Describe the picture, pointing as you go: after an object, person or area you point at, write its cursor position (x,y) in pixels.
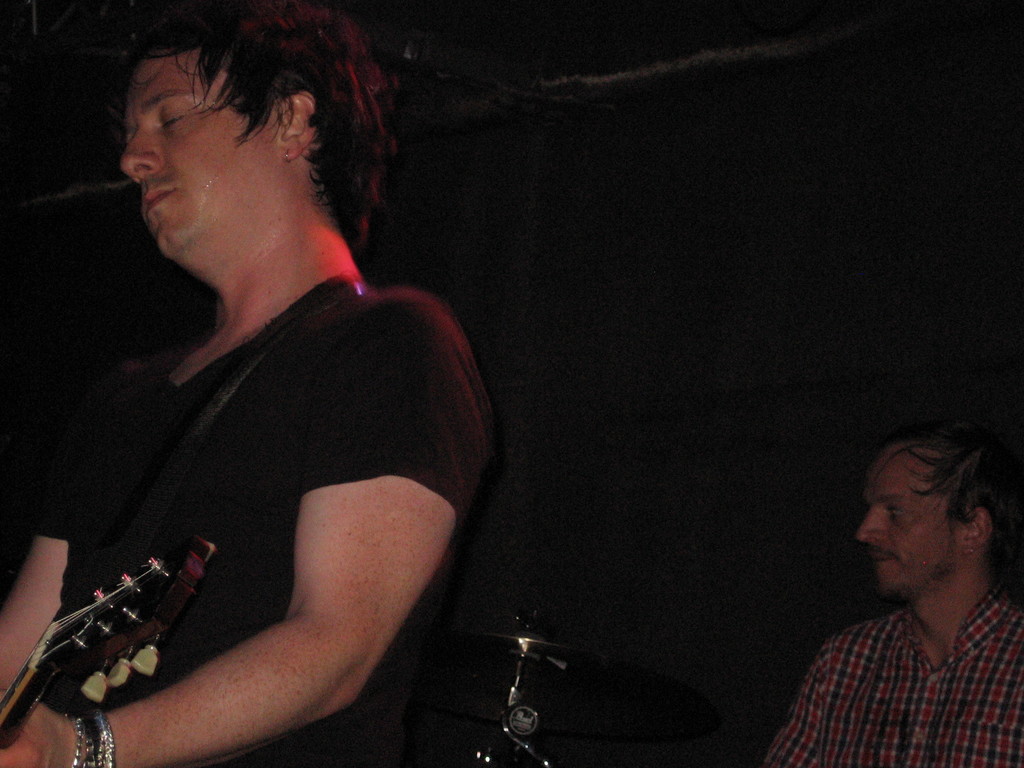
In this picture there is a man (142,544) holding a guitar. There is a person (919,603) sitting on the chair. A musical instrument (538,689) is visible.
